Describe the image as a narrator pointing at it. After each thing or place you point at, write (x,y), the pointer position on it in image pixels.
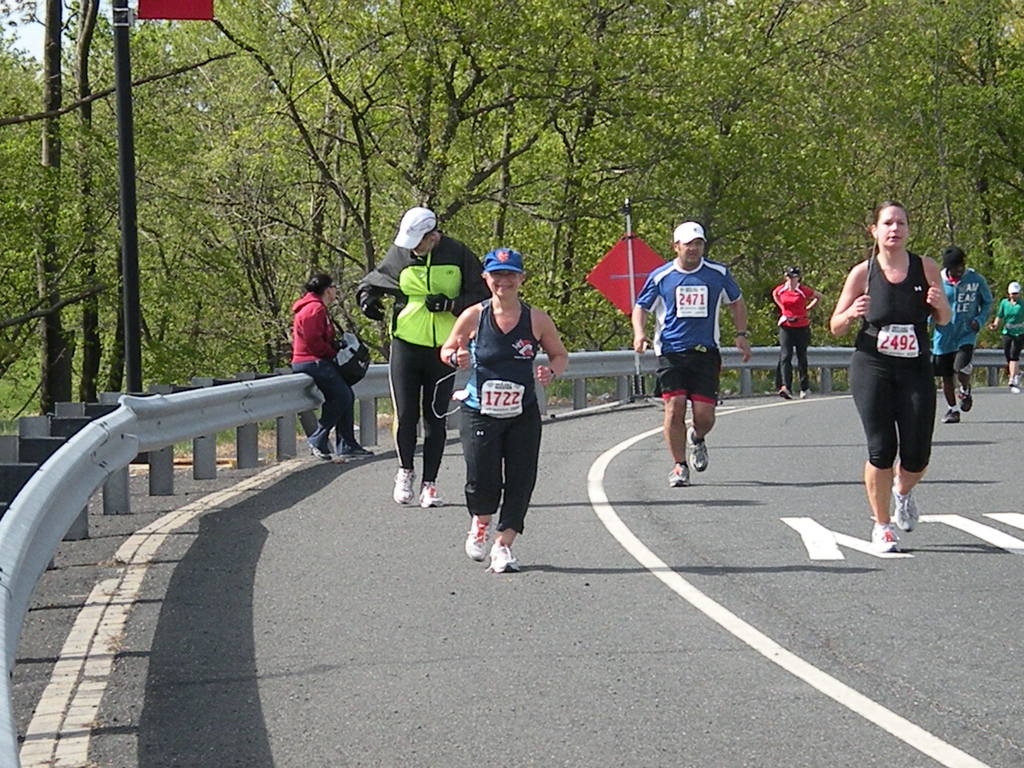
In this picture we can see some people (713,375) are jogging on the road (769,499) and a person (787,341) in the red t shirt (793,324) is walking. On the left side of the people (487,362) there are poles (126,48) with boards (606,289) and behind the people (938,315) there are trees (433,123) and the sky (41,27) and a woman (314,373) is sitting on a traffic railing (153,433).
